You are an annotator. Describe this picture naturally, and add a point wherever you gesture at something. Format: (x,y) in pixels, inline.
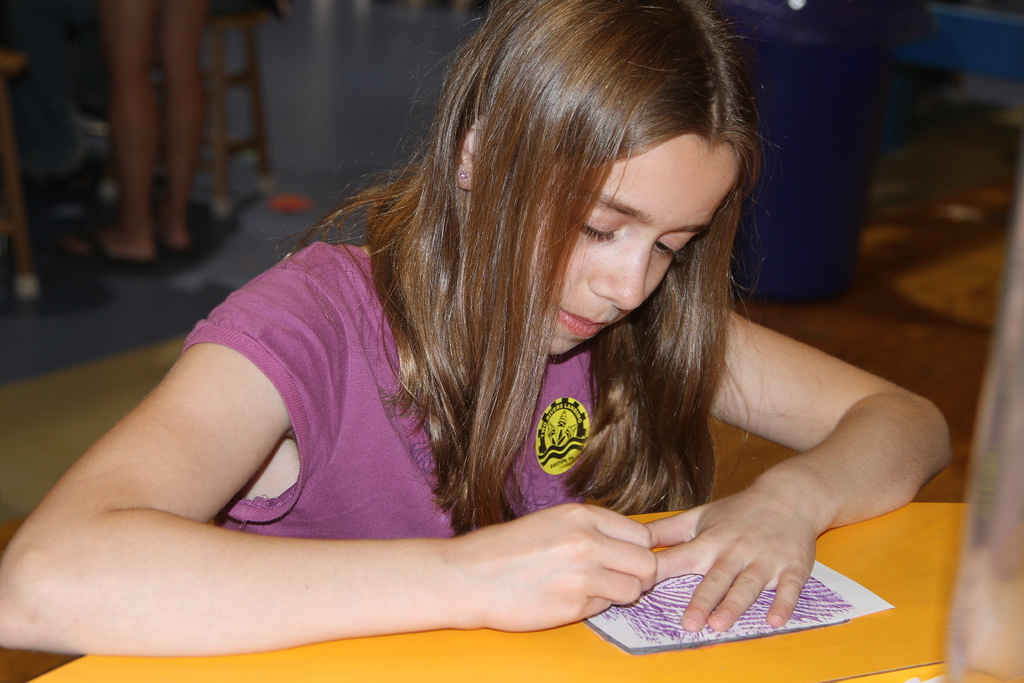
In this image I can see a girl (377,455) wearing pink colored dress (373,461) is in front of a yellow colored desk (507,649) and I can see she is writing something on the paper (688,600). I can see the blurry background (857,205) in which I can see a person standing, a stool (213,74), a blue colored object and few other objects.
